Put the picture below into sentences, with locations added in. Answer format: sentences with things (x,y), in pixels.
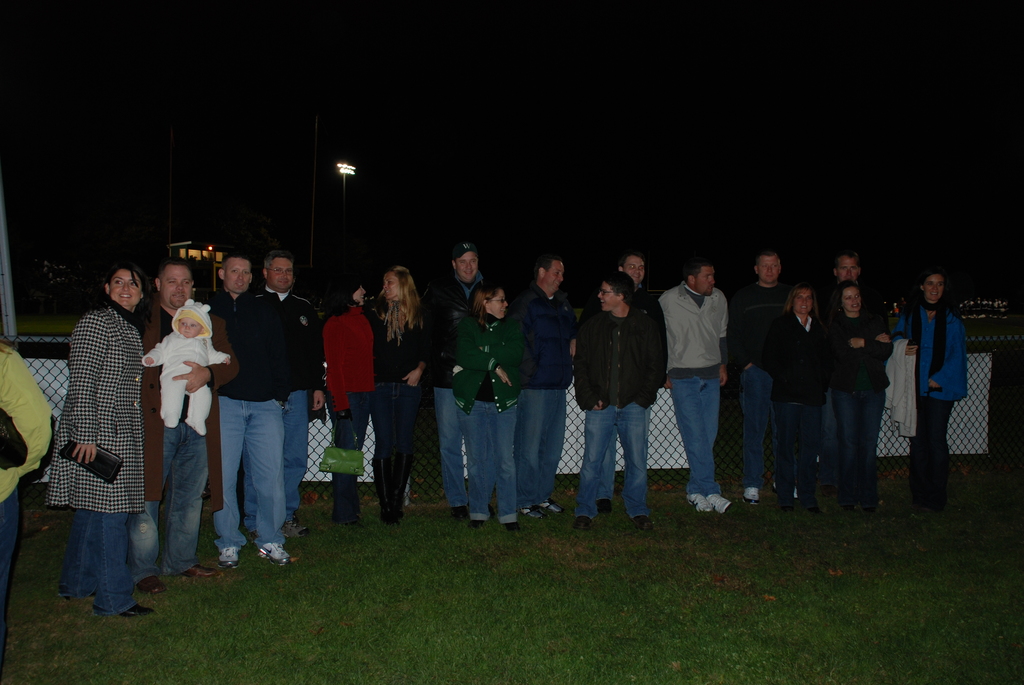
In the center of the picture (477,396) there are group of people (468,331) standing. In the foreground (458,583) there is grass (406,560). The background (35,349) is dark. In the center of the picture (662,413) there is a white color object (971,410). On the left (12,285) there is a pole (11,304).
